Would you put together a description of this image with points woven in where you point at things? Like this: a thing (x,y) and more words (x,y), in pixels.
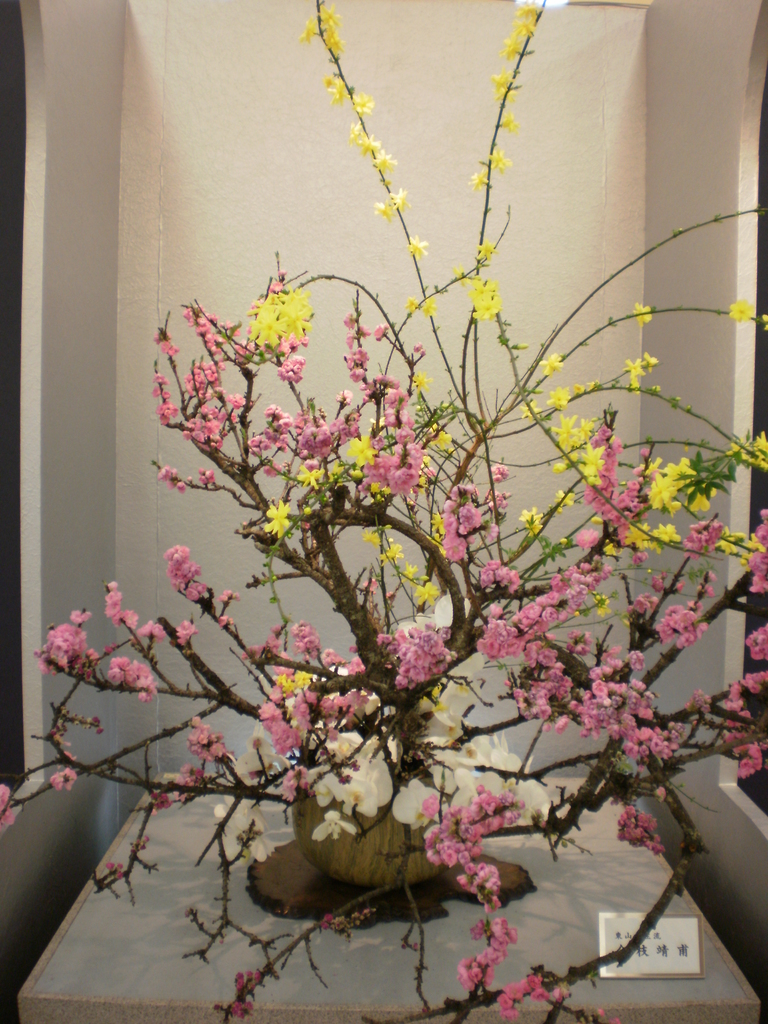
In this image we can see a plant (571,801) in a pot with some flowers (616,495) which is placed on the surface (362,950). We can also see a name board (637,973) beside it. On the backside (276,221) we can see a wall (213,242).
